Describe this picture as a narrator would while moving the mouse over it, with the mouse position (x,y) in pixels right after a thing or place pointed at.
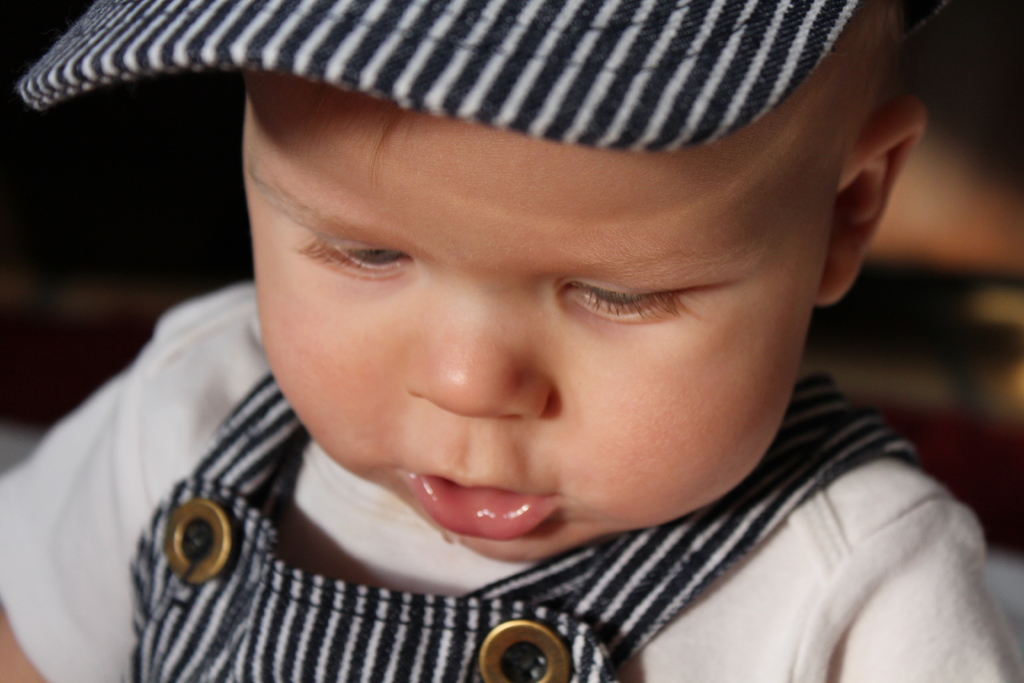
A baby (816,291) is present wearing a black and white cap (692,79), white t shirt (755,621) and a black and white dungaree (305,626).
